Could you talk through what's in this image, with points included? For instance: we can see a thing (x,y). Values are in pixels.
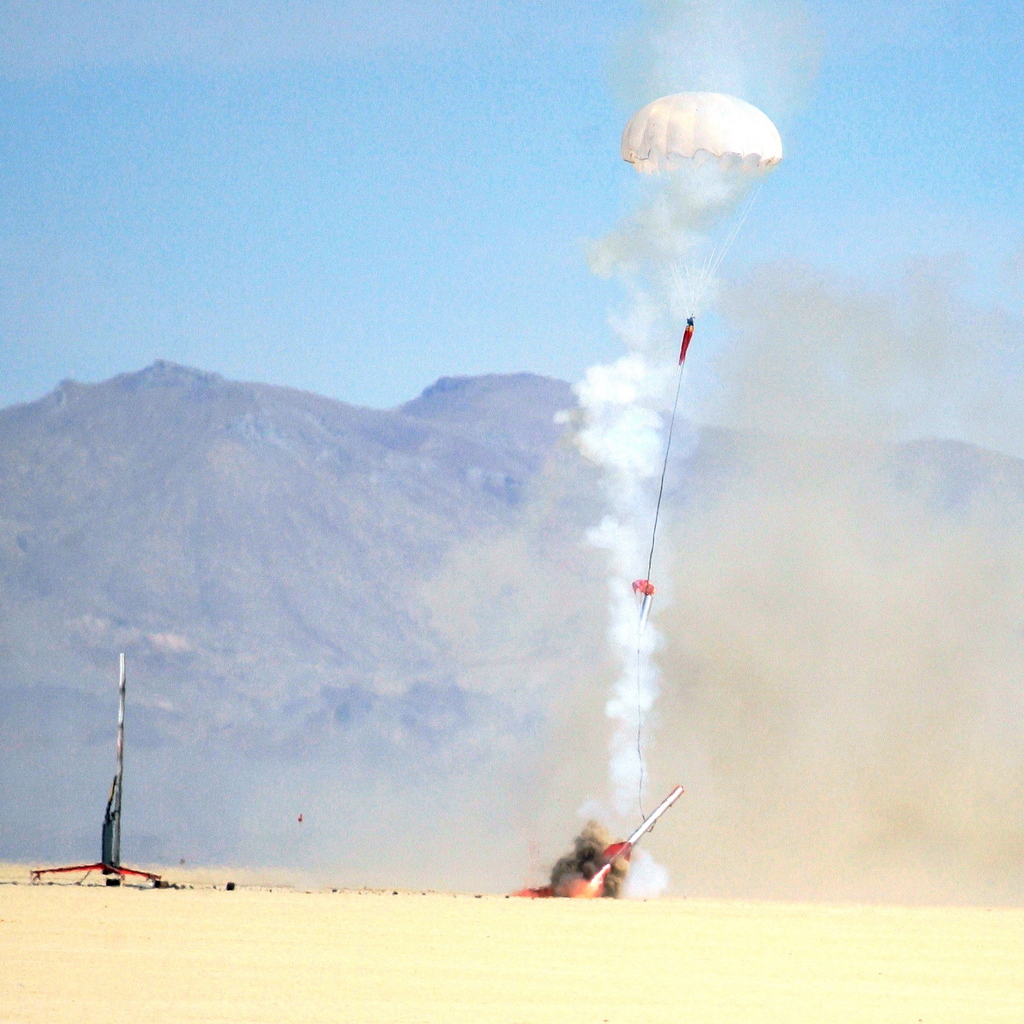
In this image we can see a parachute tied to a rocket (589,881). We can see the smoke (636,728) coming from a rocket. There is a rocket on the left side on the land (46,905). On the backside (26,515) we can see some mountains (377,458) and the sky (334,256).
